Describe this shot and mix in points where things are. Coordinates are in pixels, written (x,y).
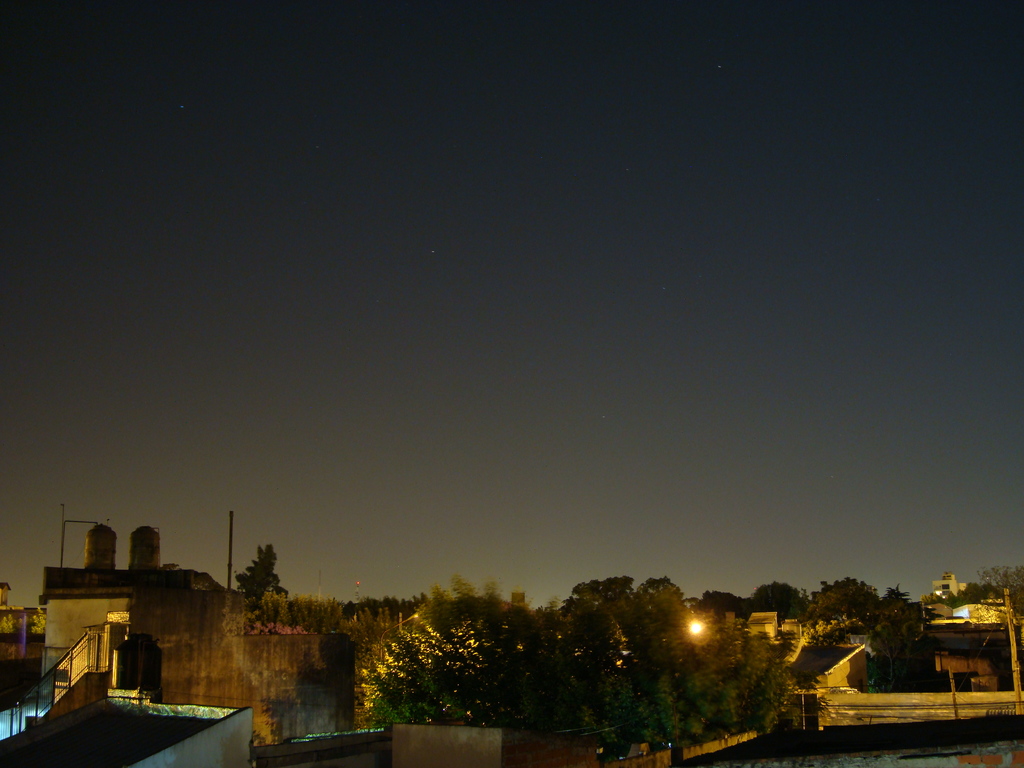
In this picture we can see trees (785,605), buildings (839,648), water tanks (150,675), poles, lights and some objects (88,652) and in the background (532,423) we can see the sky (605,422).
